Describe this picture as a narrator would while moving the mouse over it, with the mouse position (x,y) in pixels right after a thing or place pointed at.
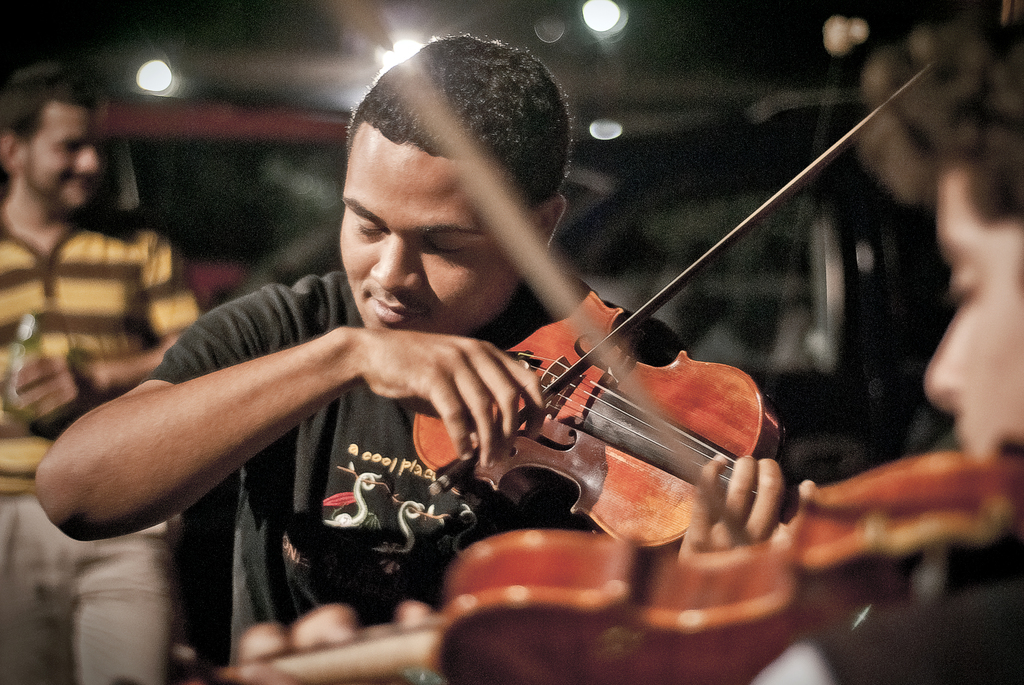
In this image I can see there are persons (364,381) playing a violin (644,452). And one person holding a bottle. And at the back (693,66) it looks like a blur.
